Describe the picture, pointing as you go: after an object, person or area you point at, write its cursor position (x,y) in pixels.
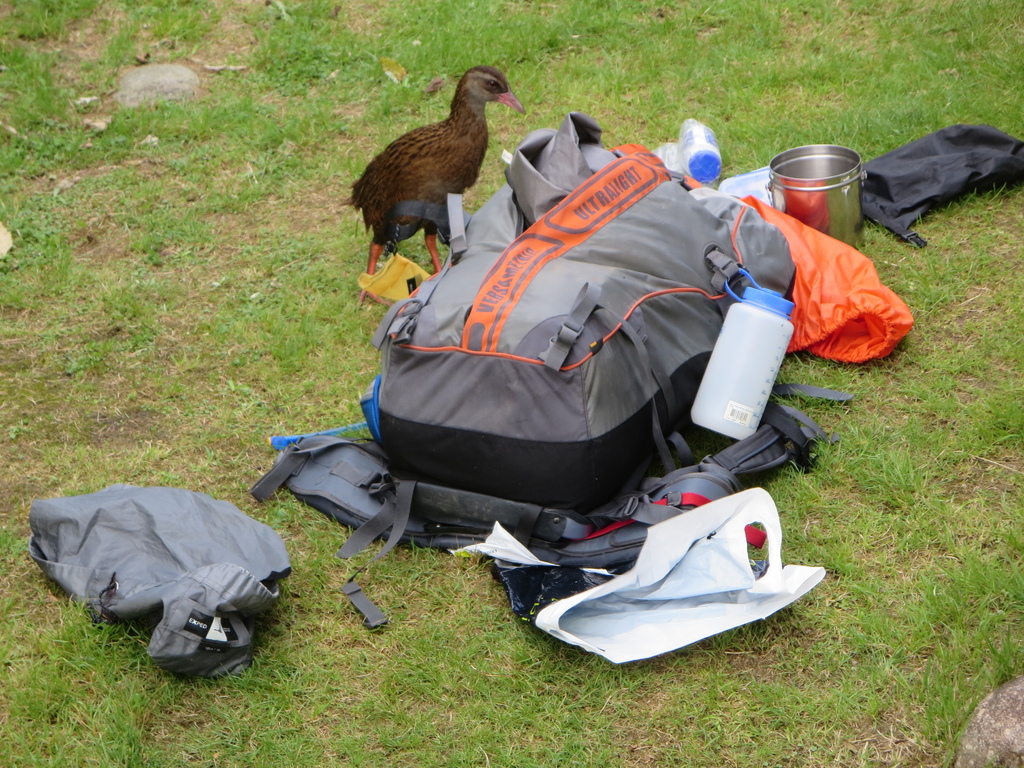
In this image I can see a bird (422,178), a bag (615,315), a bottle (726,345) and a utensil (855,211).
